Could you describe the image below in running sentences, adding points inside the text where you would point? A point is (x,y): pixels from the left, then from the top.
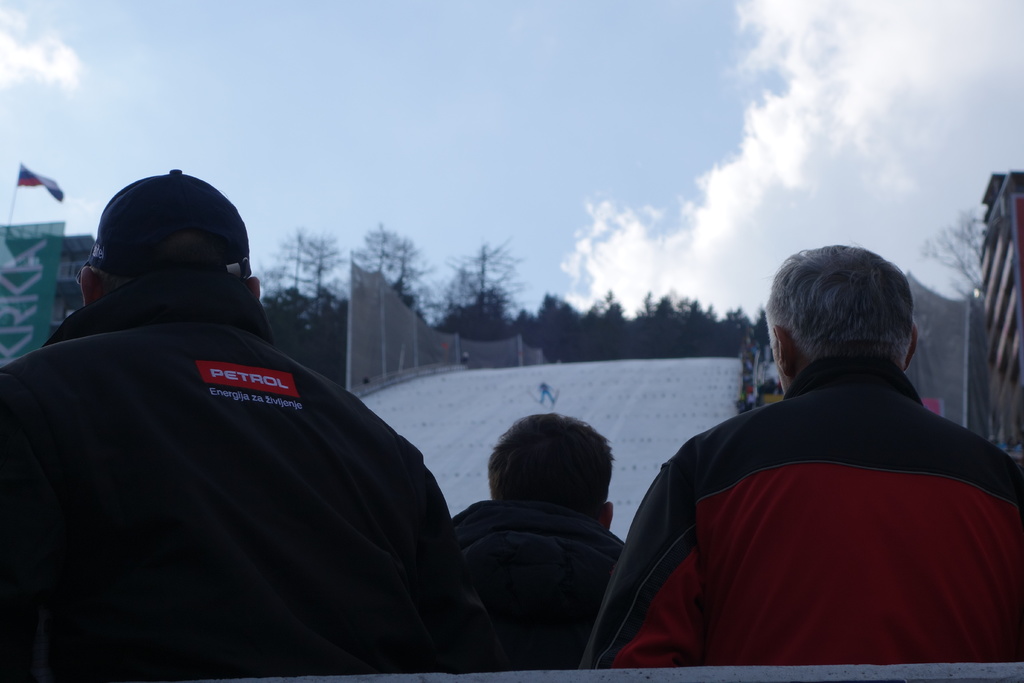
In the foreground of this image (704,570), at the bottom (449,580), there are three men (936,558). In the background (38,299), there is a banner (33,286) and a flag (34,181) on the left (43,228). On the right (1016,264), it seems like a building (988,213). We can also see the slope area (592,389), fencing (497,359), trees (570,312) and the sky (561,94) in the background (561,94).
